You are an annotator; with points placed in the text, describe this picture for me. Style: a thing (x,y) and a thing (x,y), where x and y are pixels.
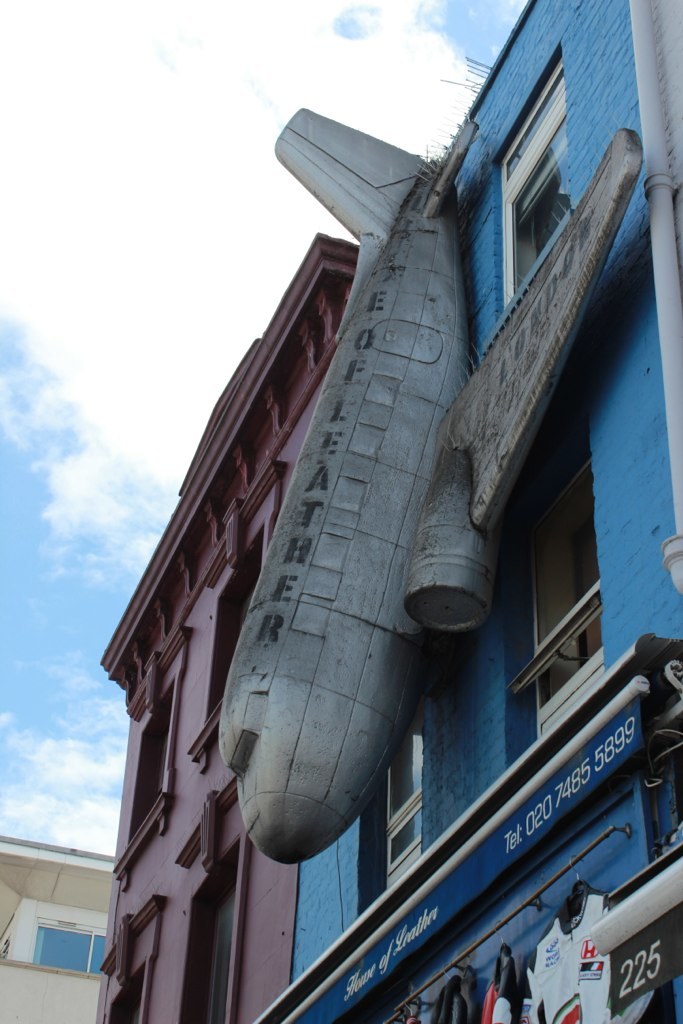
In this image I can see buildings (525,558). And to one of the building (532,569) there is an aeroplane shape designed structure (408,539) attached to it. Also there are boards (619,973), hangers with clothes (565,961) and in the background (228,196) there is sky (185,298).
